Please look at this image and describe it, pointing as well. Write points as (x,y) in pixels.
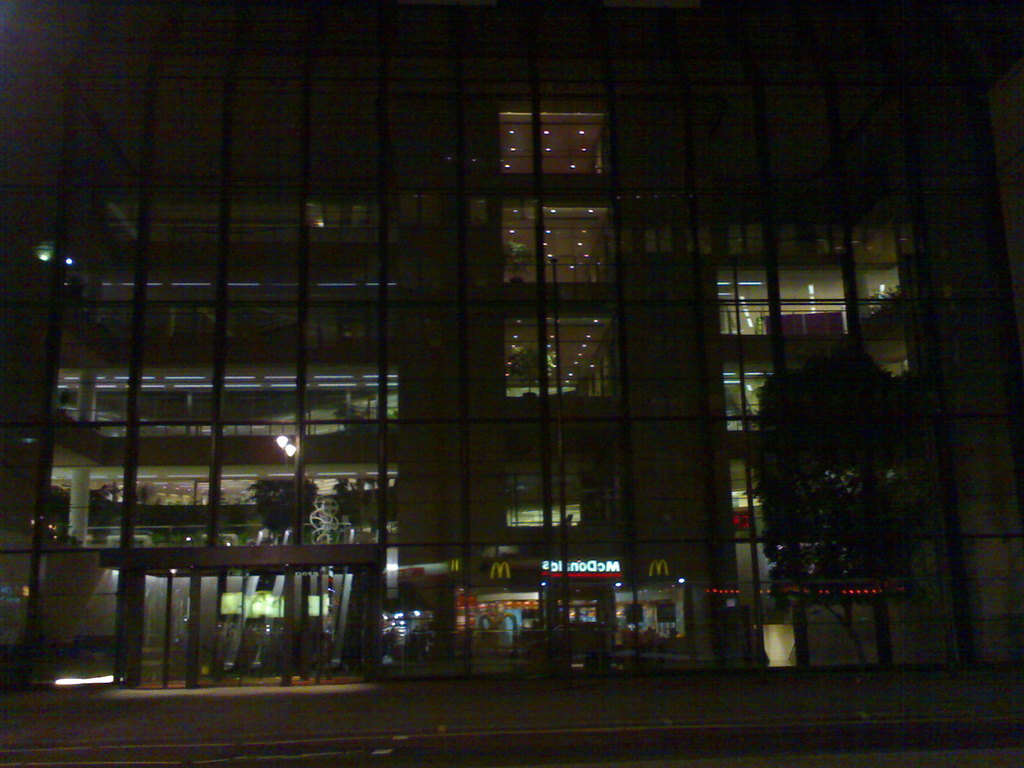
There is a tree (906,460) on the right side of the image (782,575) and a glass building (450,363) in the center (525,335), it seems like stalls (652,579) at the bottom side (436,620).
